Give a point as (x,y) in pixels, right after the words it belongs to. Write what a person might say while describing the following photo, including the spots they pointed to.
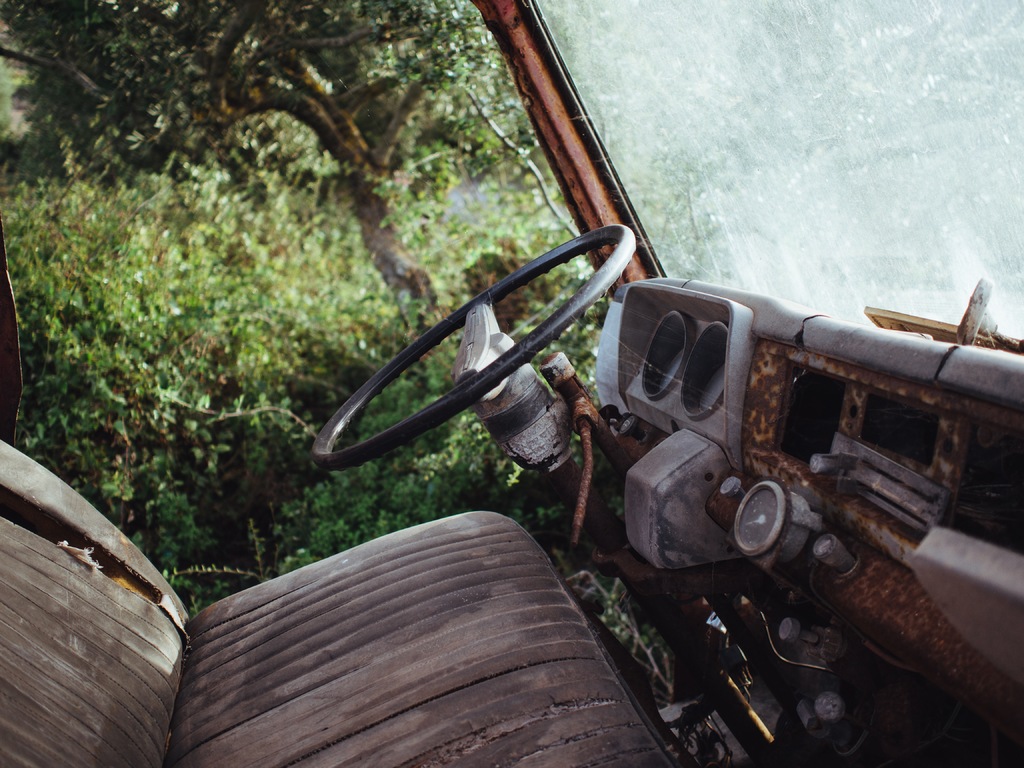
In this picture, we see the seat (322,599) of the vehicle (348,613), steering wheel (377,449) and the dashboard (920,634) of the vehicle (771,588). In the right top (892,224), we see the glass (874,191). There are trees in the background (382,244). This picture is clicked in the vehicle (656,564).
